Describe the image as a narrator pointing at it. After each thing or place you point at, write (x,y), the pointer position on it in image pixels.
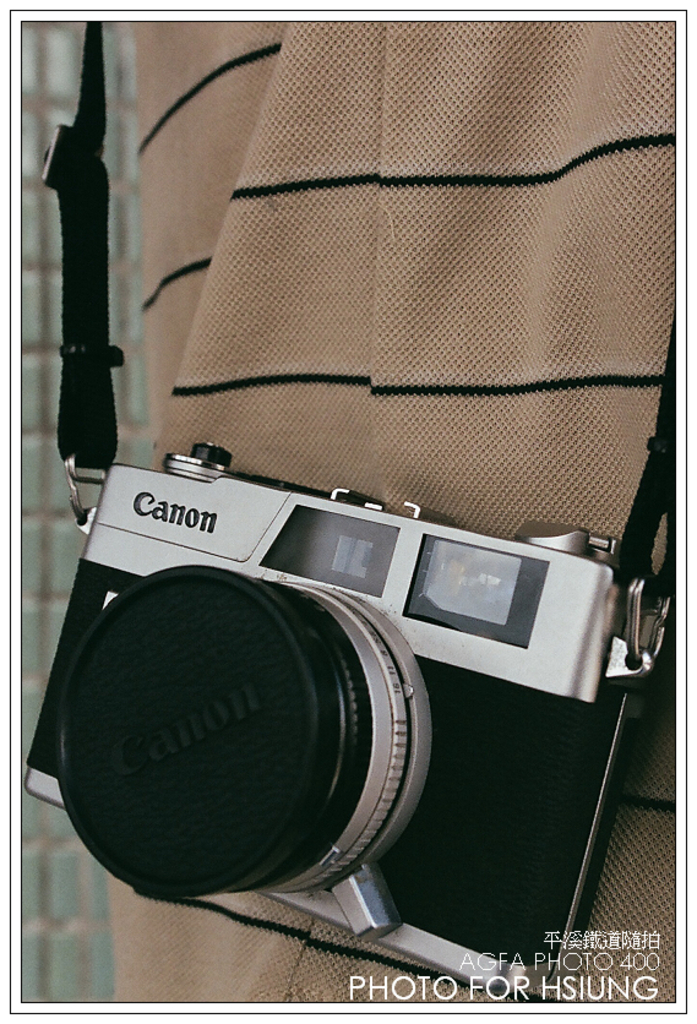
In this picture there is a camera (410,818) in the center of the image (434,568) and a man (563,294) behind it, it seems to be it is hanging from a neck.
